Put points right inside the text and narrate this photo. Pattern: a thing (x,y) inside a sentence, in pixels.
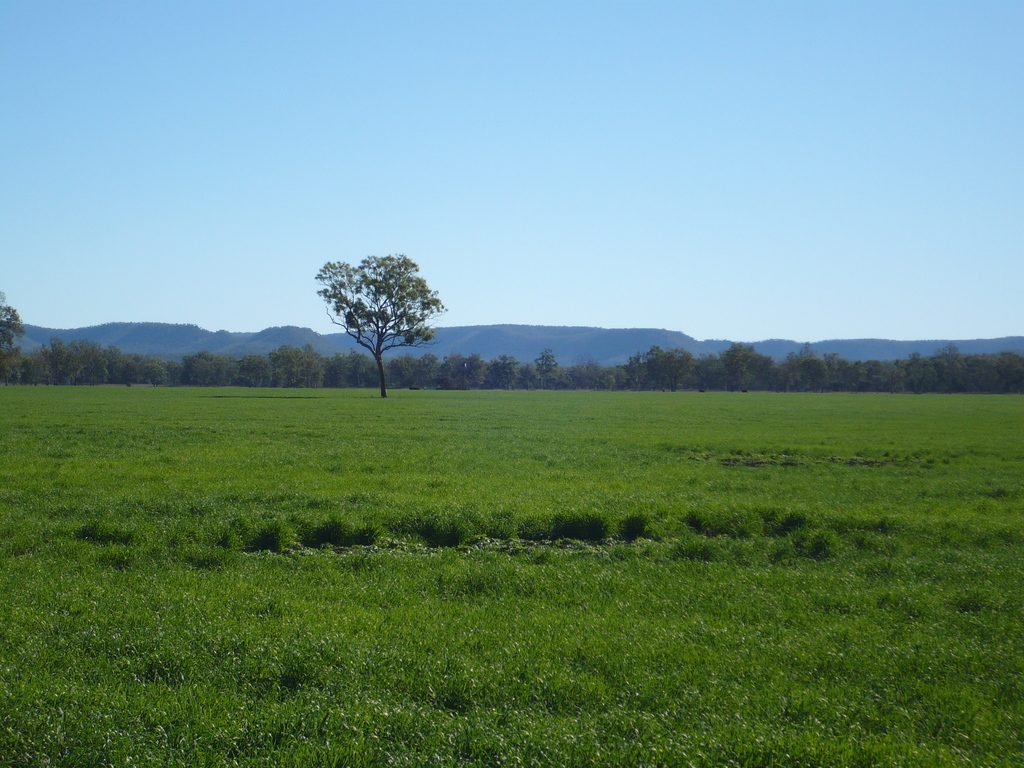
In this image at the bottom (542,606) there is grass (578,452) and some plants (261,540), and in the background (243,342) there are mountains (545,339) and trees (380,362). At the top (602,134) there is sky (381,127).
